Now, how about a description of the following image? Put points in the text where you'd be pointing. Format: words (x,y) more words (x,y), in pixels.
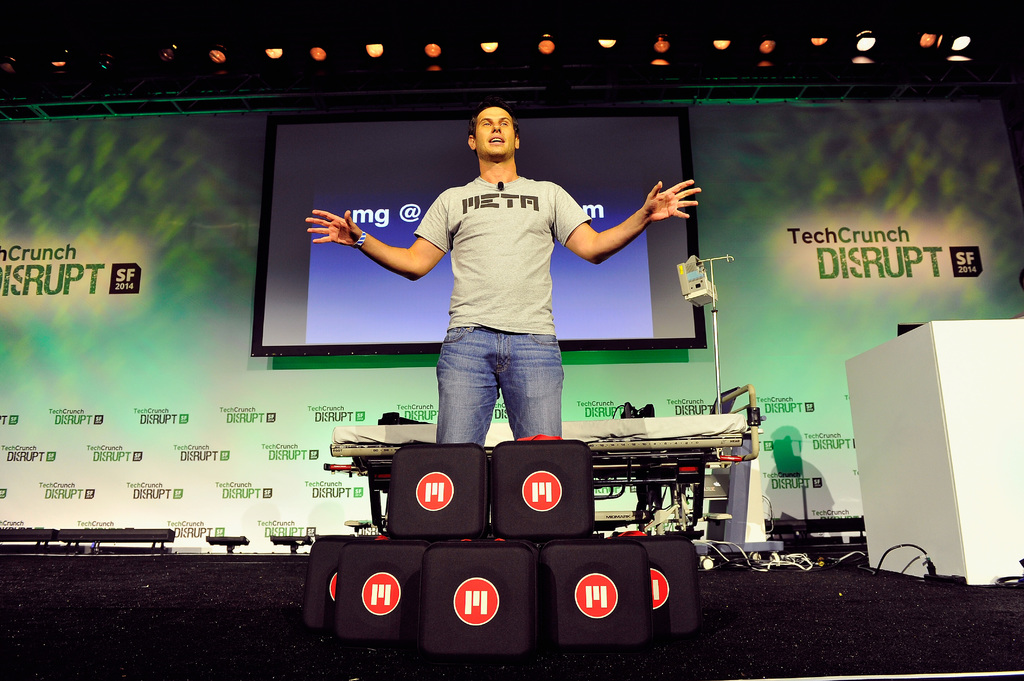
In the image we can see a man (459,271) standing wearing clothes (519,265) and a wristwatch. This is a projected screen (347,294), poster (243,303), podium (897,415), table (712,456), cable wires (782,562), box (396,503) and floor (173,595).
